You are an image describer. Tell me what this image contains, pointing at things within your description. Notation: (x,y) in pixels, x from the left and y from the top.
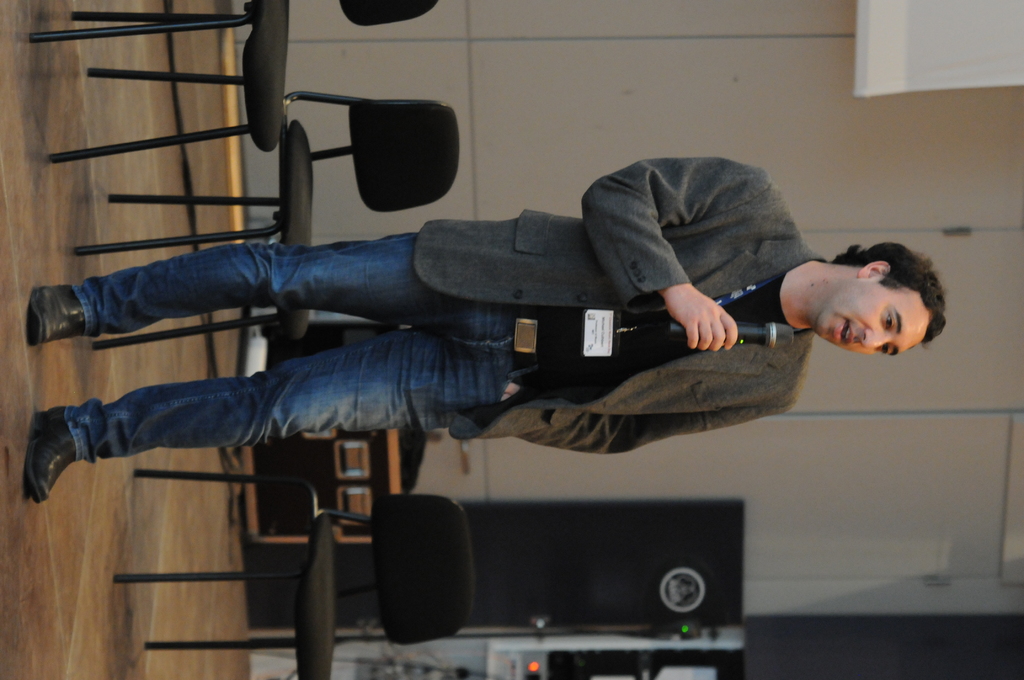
In this image we can see a person (677,366) holding a microphone (752,328) in his hand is standing on the floor (92,571). In the background (377,465), we can see some chairs (218,137), a container (365,456) and a machine (642,659) placed on the surface (207,632). At the top of the image (533,20) we can see a wall (933,380).
